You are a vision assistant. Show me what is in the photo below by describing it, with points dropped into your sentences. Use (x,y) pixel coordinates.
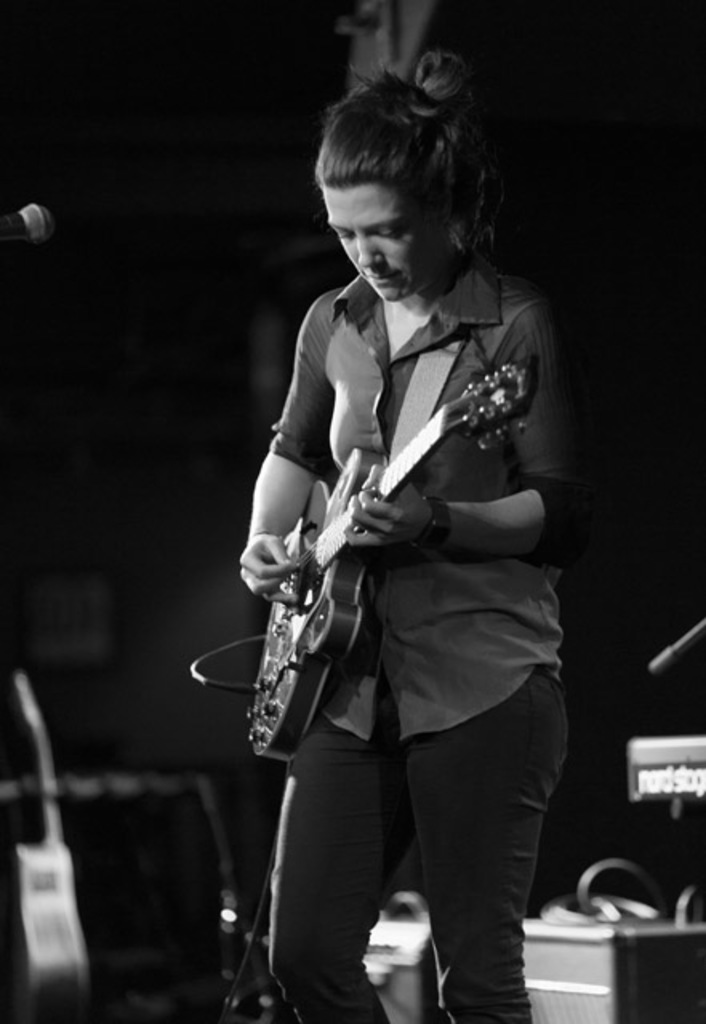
This picture is of inside. In the center (286,530) there is a Woman (380,768) standing and playing Guitar (388,469). In the background (630,445) there is a machine (633,959) and a wall (619,156).
